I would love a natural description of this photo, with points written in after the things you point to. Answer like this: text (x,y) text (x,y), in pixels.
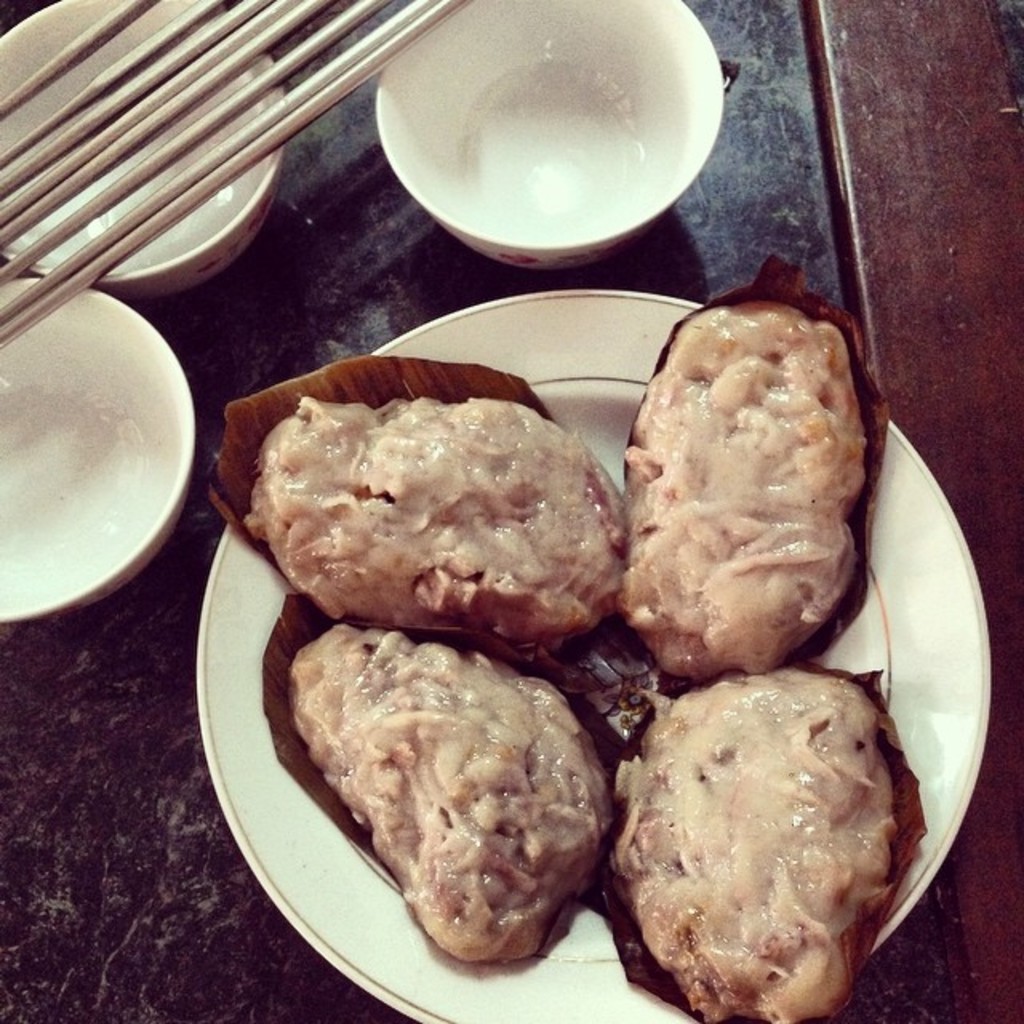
In this picture I can see the white plate (226,556) on which there is food (597,616) which is of brown in color and I see the white color bowls (113,318) and few sticks (179,76) and these all things (445,528) are on a surface (883,54) which is of black and brown in color.
